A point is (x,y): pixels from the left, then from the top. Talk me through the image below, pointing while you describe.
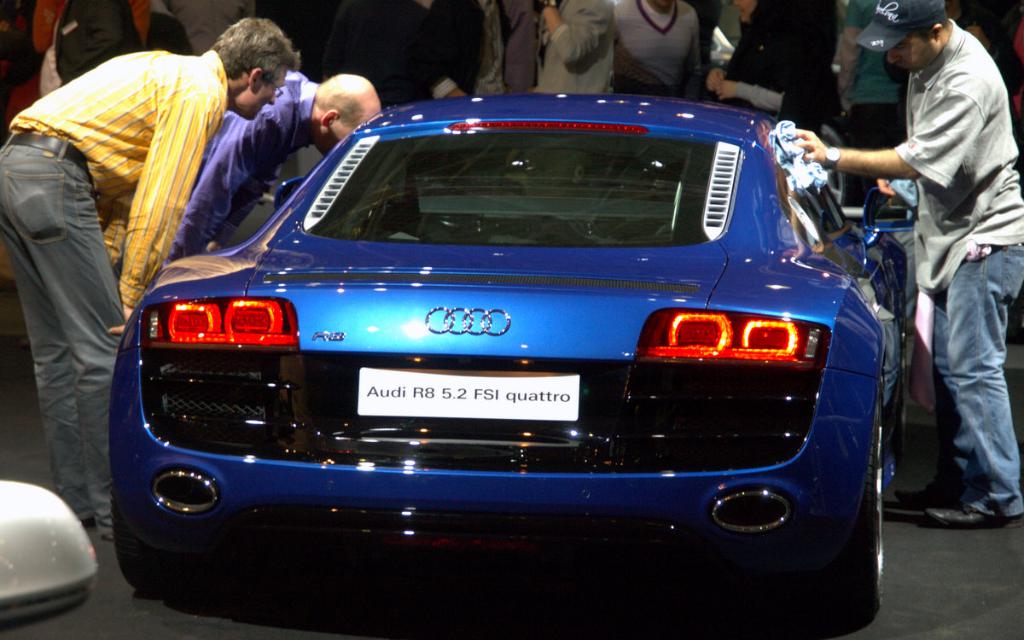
In this image in the center (475,250) there is a car (456,330) which is blue in colour. On the left side of the car (343,216) there are two persons (182,147) standing and peeping in the car (418,186). On the right side of the car (802,230) there is a person (966,235) standing and cleaning the car (774,204). In the background (365,23) there are persons (533,26) standing. On the bottom left (38,554) there is a white colour object (54,553) which is visible.
